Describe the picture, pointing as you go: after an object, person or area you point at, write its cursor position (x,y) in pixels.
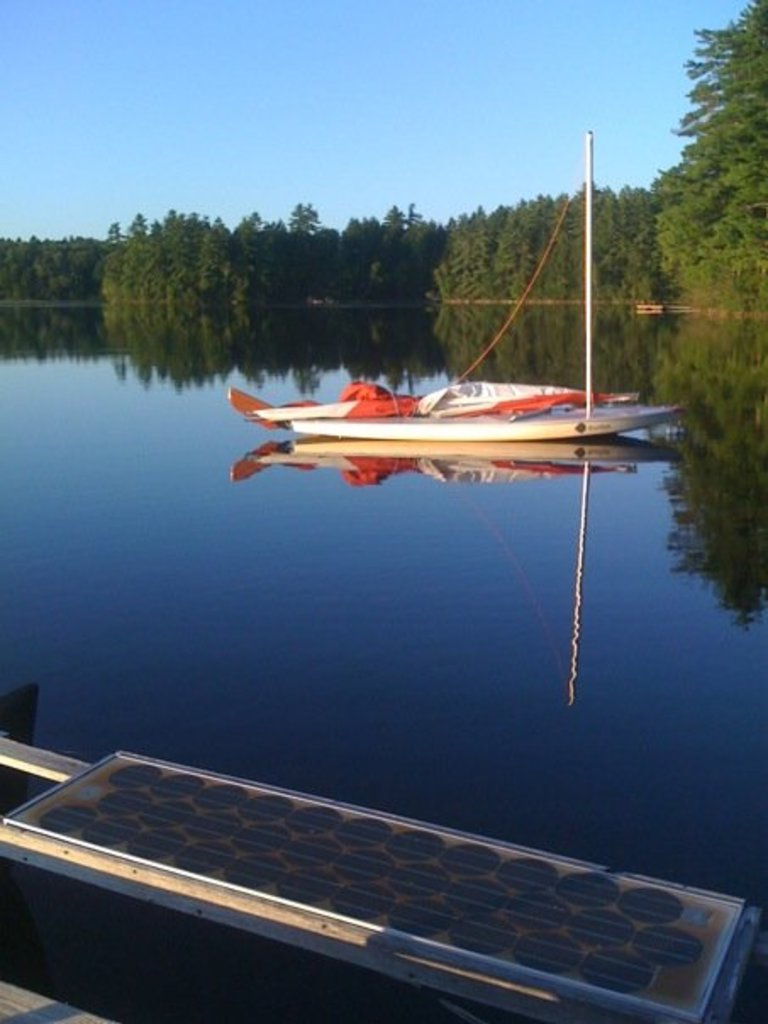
Here we can see a boat (402,420) on the water (519,325) and we can see a pole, rope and a cover (433,406) on the boat (301,424). At the bottom (293,899) we can see an object (373,909). In the background (649,63) we can see trees (363,249) and sky (119,133).
